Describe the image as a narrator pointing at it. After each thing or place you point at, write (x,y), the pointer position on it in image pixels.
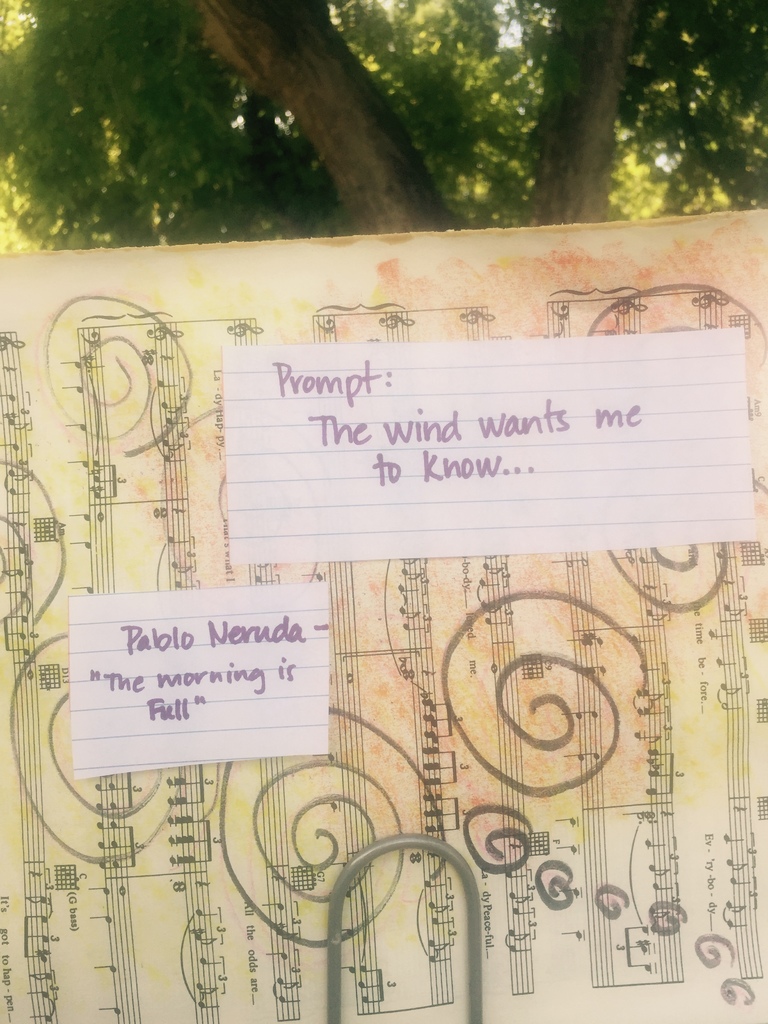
In this picture there is a board (371,282) in the foreground (538,330) and there are music symbols (107,792) and there is text (170,638) on the board (362,639) and there is a rod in the foreground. At the back (718,57) there is a tree (458,61).
